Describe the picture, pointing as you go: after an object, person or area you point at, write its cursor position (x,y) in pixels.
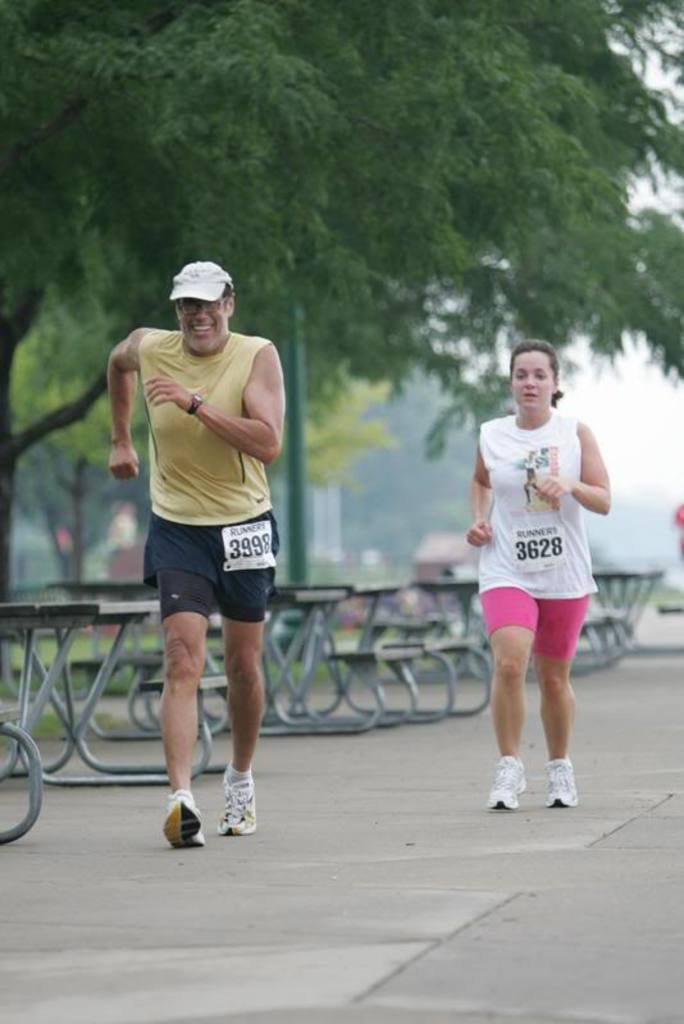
As we can see in the image there are two people (194,816), benches (75,594), trees (341,184), sky (638,416) and in the background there is a house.
